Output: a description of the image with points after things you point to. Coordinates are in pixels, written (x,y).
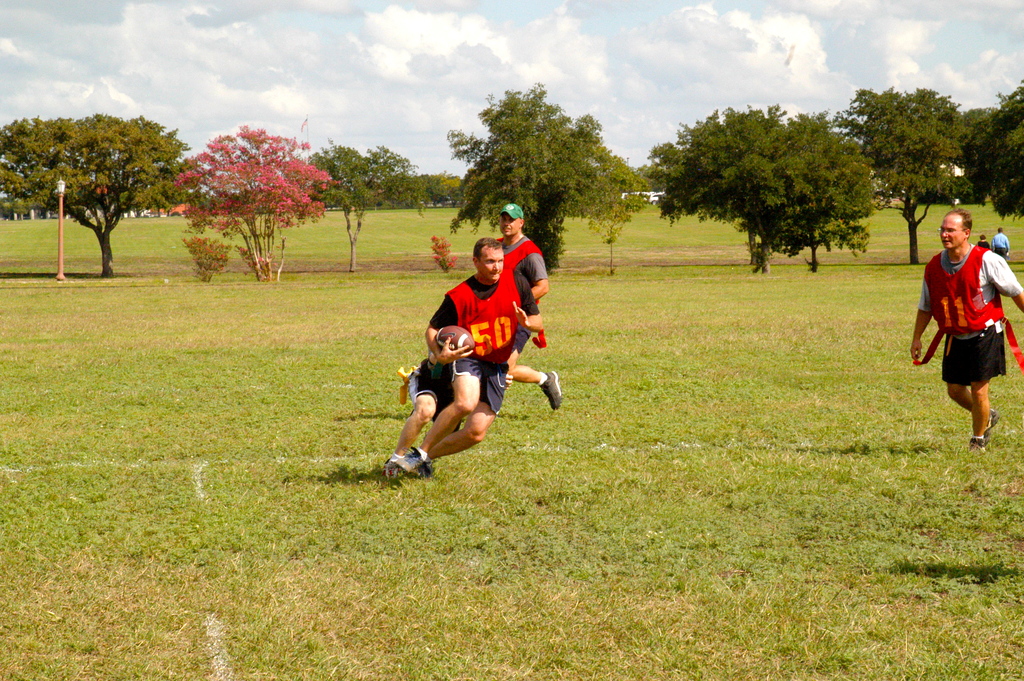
In this image there is a person (453,362) holding the ball (464,346). Behind him there are two people (541,346). On the right side of the image (969,361) there are people (1008,274) walking. At the bottom of the image (568,561) there is grass (485,537) on the surface (365,388). In the background of the image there is a light pole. There are trees (607,212), buildings (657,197) and sky (464,43).
